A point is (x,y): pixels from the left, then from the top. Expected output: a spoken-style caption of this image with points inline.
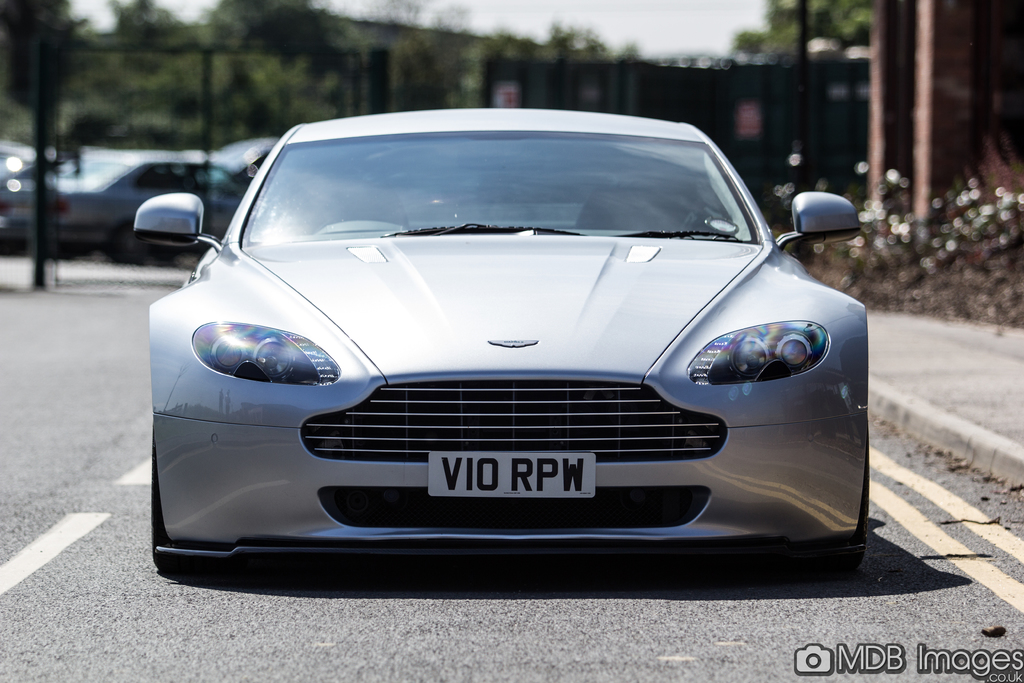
In the image there is a car (318,314) on the road (77,671) with a footpath (969,393) beside it followed by plants (973,189) and poles (915,160) on the right side (910,379), in the back (211,222) there are few cars (63,221) parked.
